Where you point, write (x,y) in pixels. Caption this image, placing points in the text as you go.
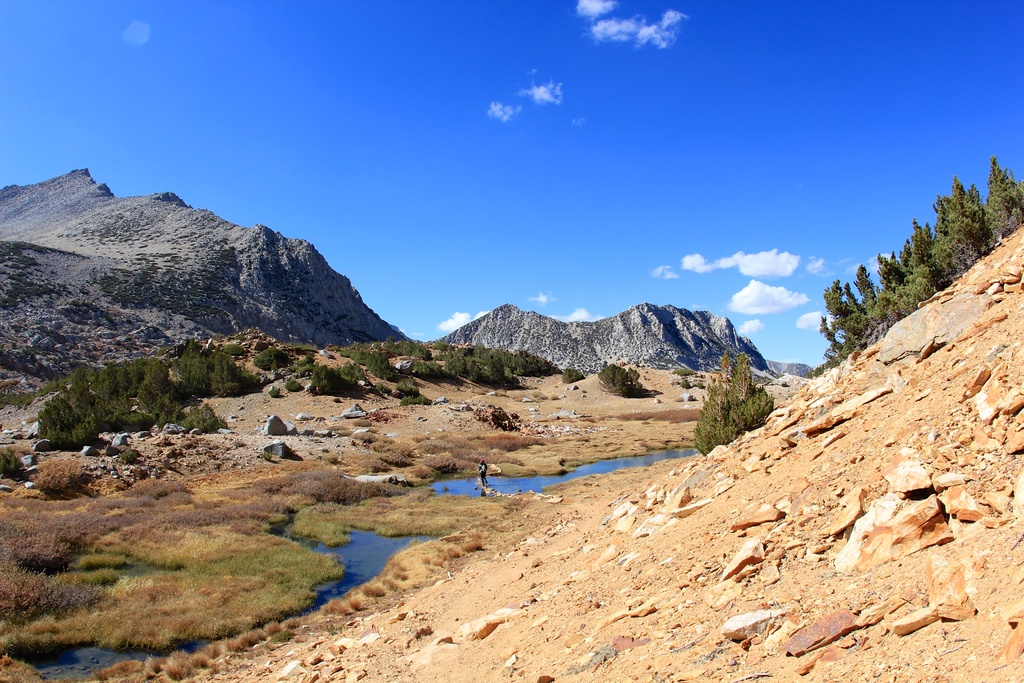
This is an outside view. In the middle of this image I can see water (361,568) on the ground (410,524) and one person (483,477) is standing. In the surroundings I can see the rocks (284,425), trees (176,383) and hills (184,236). On the top of the image (565,149) I can see the sky (736,188) and clouds (770,306).
